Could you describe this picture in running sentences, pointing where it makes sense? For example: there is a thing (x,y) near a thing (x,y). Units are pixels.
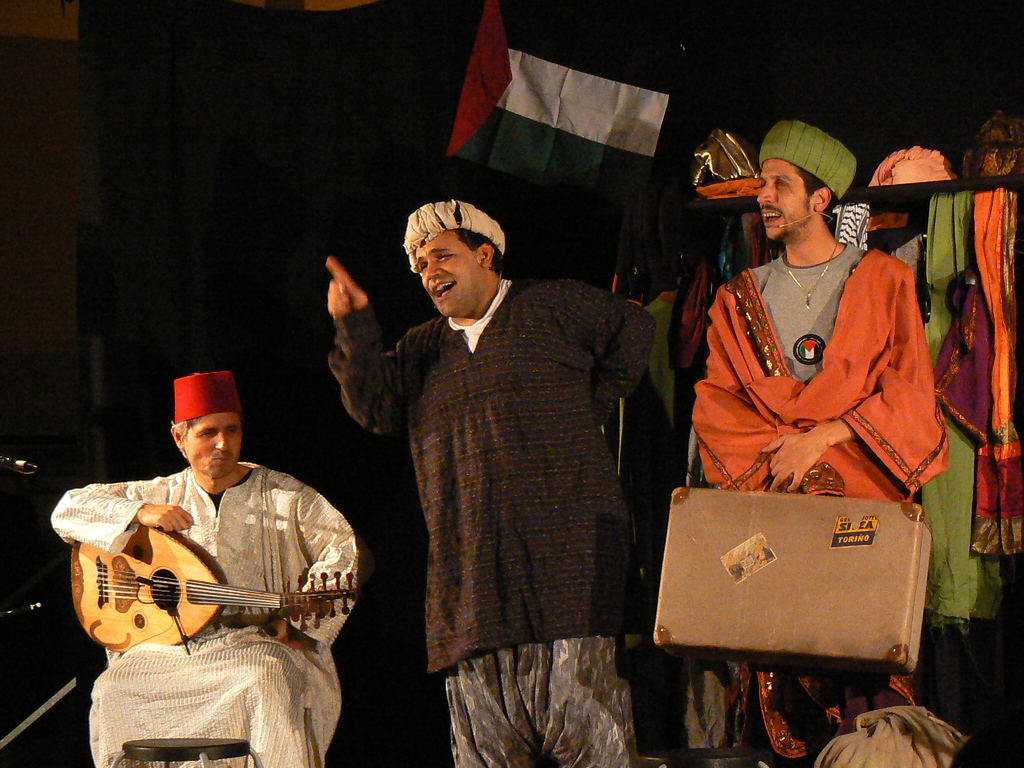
In this image I can see three people (453,420). Among them one person (201,534) is holding the musical instrument (186,621) and another one (912,497) is holding the bag (793,582). In the background (726,246) there are some clothes (978,395).
